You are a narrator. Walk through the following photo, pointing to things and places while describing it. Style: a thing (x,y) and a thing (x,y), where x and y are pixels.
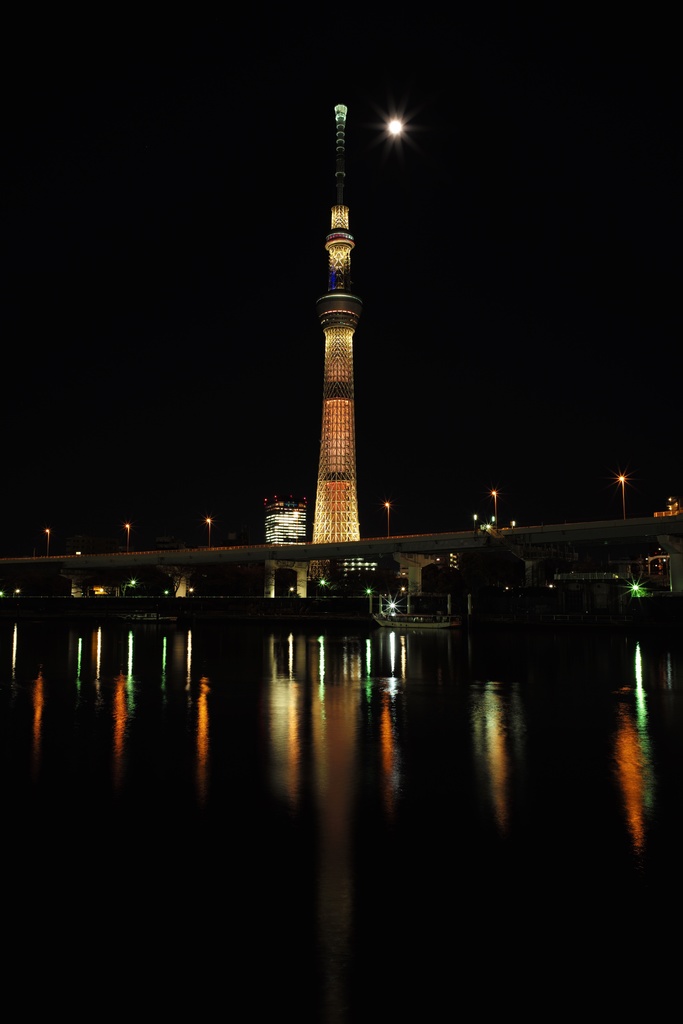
In the center of the image (336,553) we can see a tower (323,538) and a bridge (656,528) with a group of light poles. In the foreground (429,615) we can see a boat (419,621) in the water (419,687). In the background (526,333), we can see the moon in the sky (415,136).
